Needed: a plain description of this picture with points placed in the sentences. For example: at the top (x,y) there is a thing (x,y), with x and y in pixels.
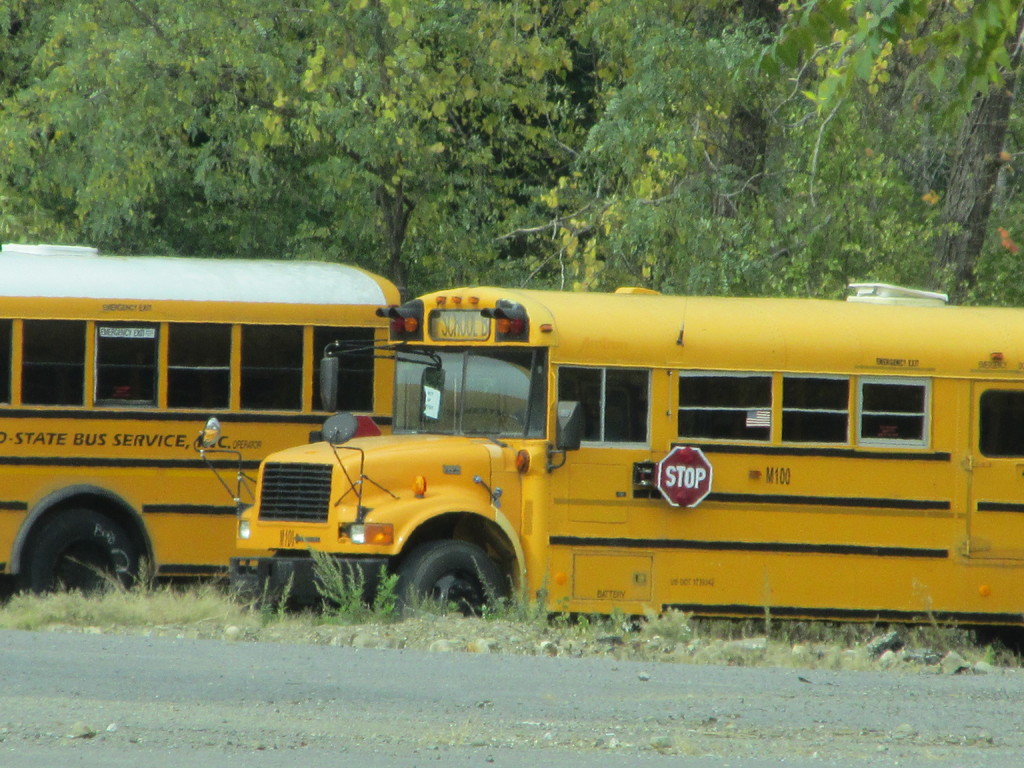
In this image there are buses (284,460) on a road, in the background (600,137) there are trees (577,122).
